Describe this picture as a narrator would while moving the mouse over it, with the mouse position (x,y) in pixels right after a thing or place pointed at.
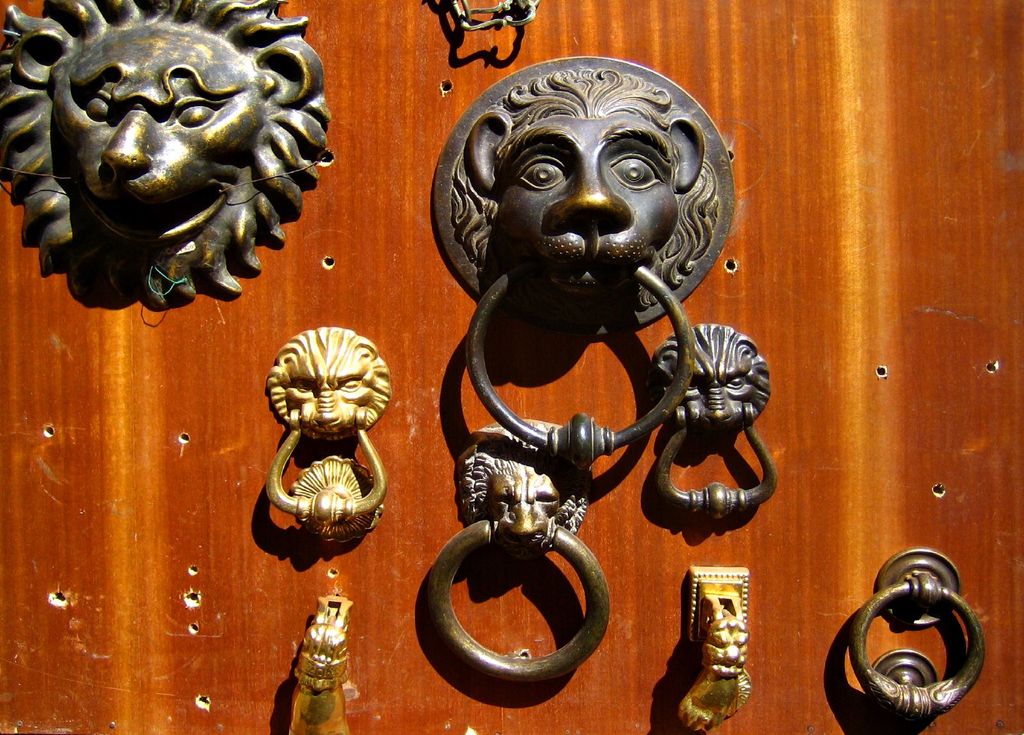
In this picture we can see door knockers (481,439) and metal objects (225,253) on the wooden surface (317,250).
